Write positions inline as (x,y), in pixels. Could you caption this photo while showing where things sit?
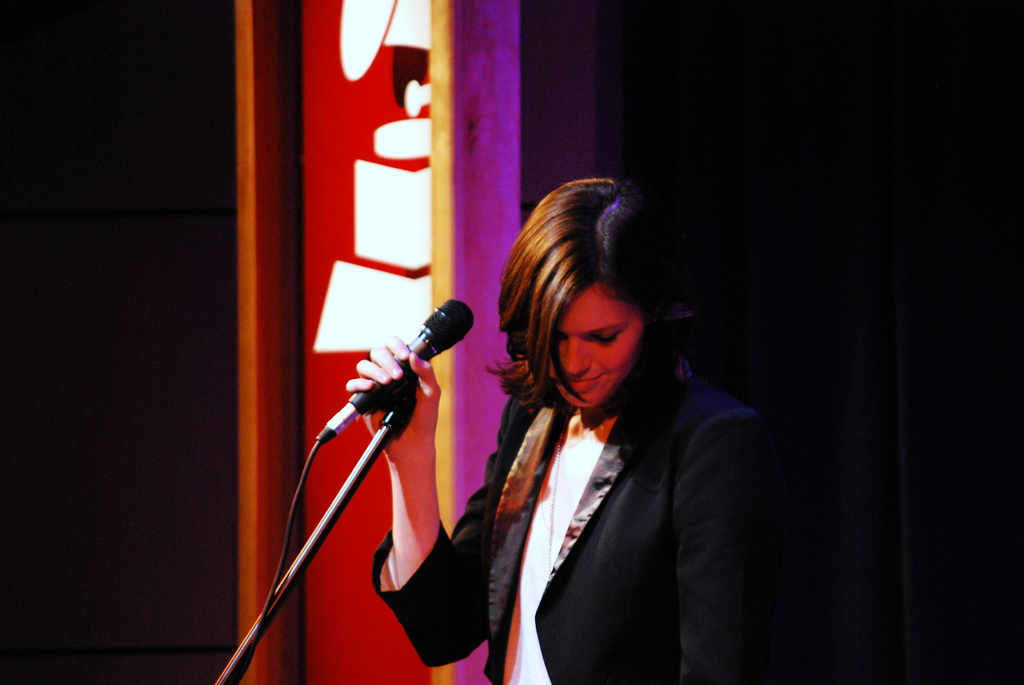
women (573,452) is Catching microphone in front of her
